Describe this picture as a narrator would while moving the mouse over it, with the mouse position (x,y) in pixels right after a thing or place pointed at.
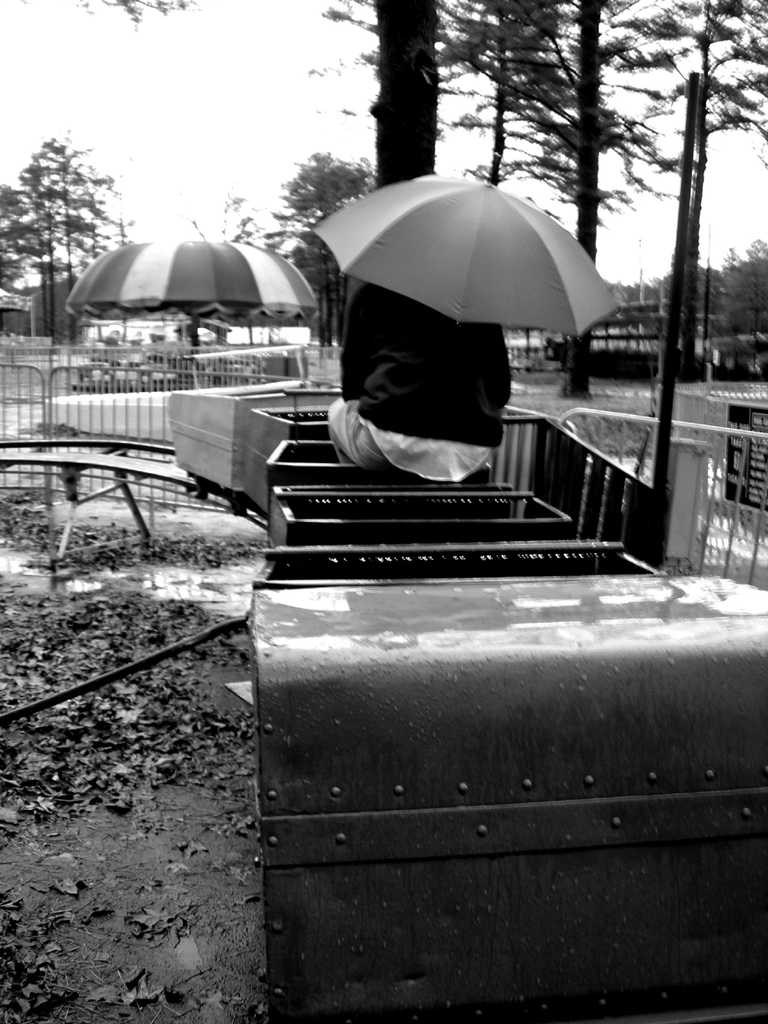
In the image in the center (341,605) we can see one train ride (190,463). In train ride (302,616), we can see one person (469,398) sitting and holding umbrella (463,269). In the background (205,60) we can see the sky (240,109), clouds (212,53), trees (623,135), fences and outdoor umbrella (287,317).
